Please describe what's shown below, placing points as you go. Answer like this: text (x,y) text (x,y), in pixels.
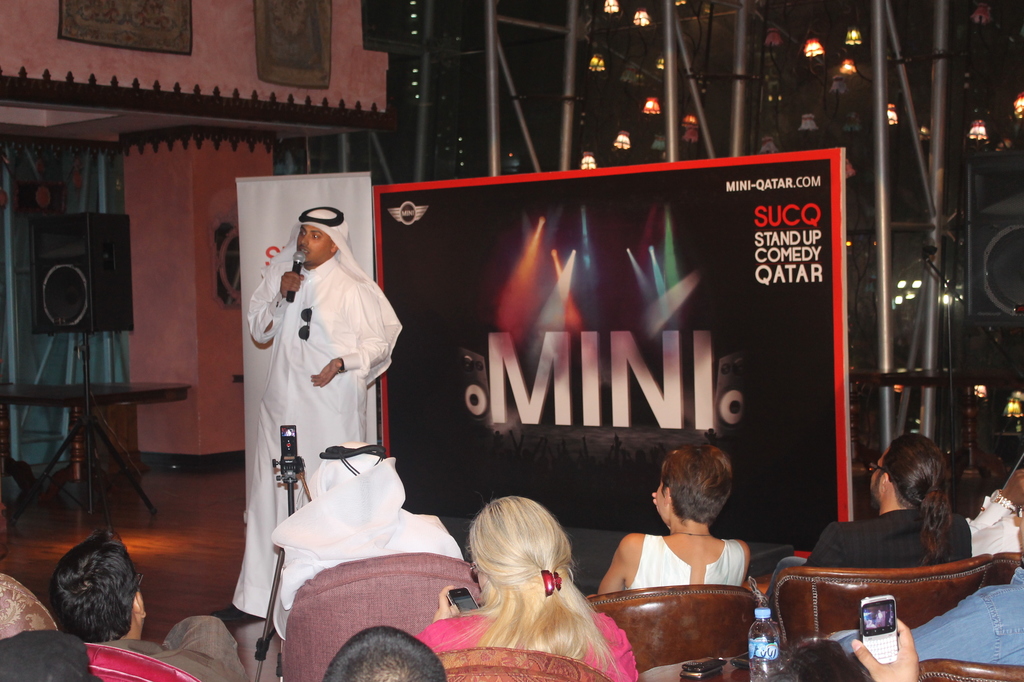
In this image a group of people (491,582) are sitting and listening a person (319,342). There is a loudspeaker (103,318) at the left most of the image (117,310). A person (310,352) is standing in front of the people (504,612) and addressing.
